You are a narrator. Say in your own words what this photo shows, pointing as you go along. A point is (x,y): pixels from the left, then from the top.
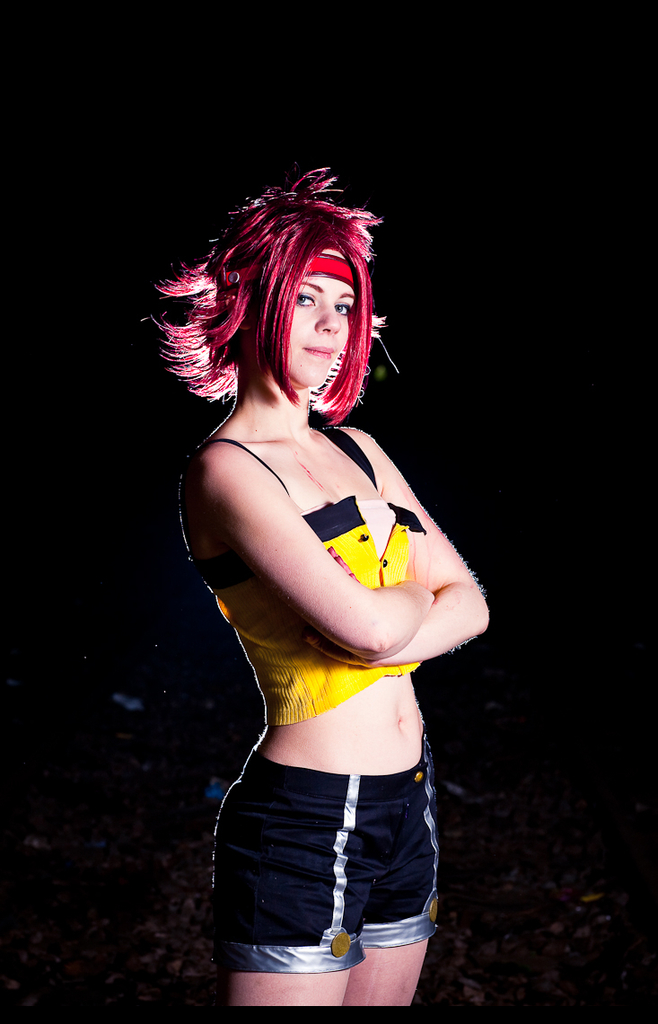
In this image we can see woman (341,670) is stand and she is wearing yellow color top (341,682) with black shorts (319,848). Her hair (296,240) color is red.
